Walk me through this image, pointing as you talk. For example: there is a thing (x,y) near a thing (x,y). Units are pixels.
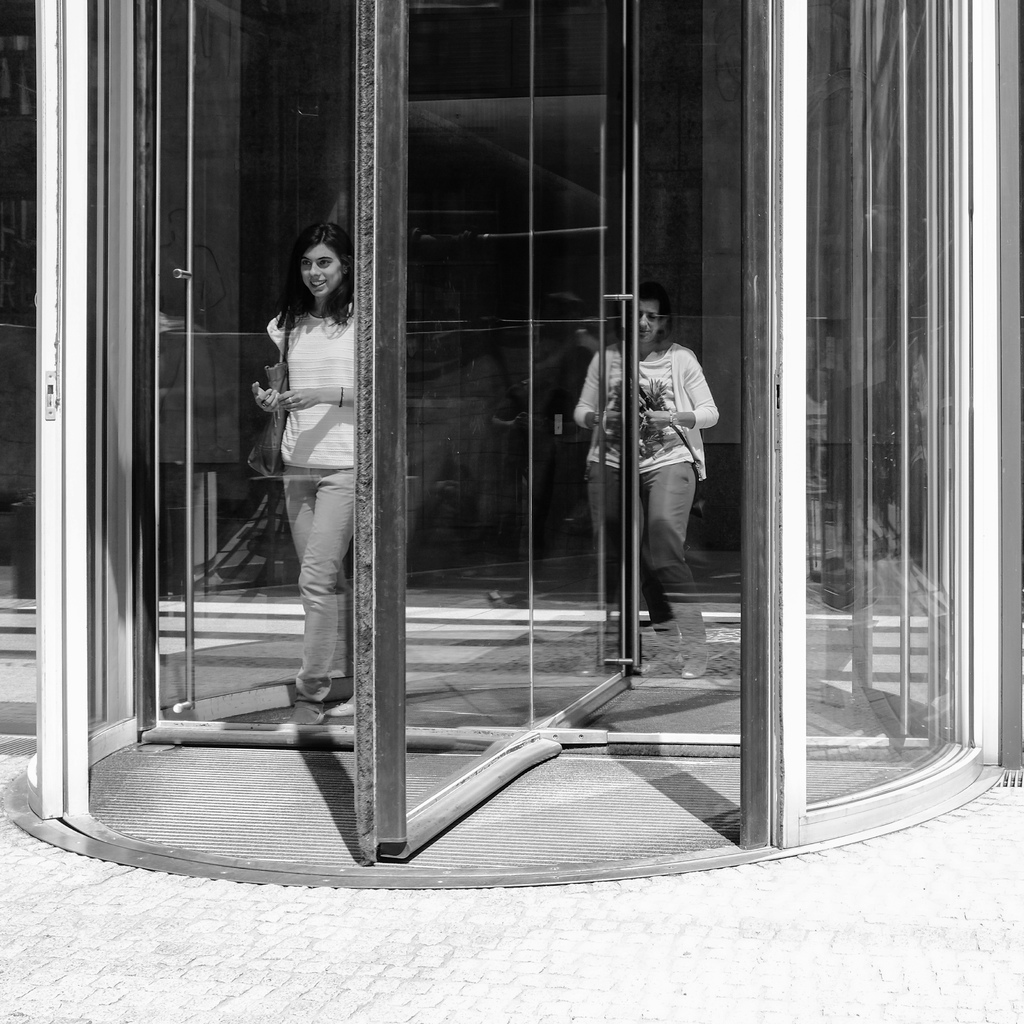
In this image I can see two persons (706,426) walking. I can also see a glass door (334,222) and the image is in black and white.
